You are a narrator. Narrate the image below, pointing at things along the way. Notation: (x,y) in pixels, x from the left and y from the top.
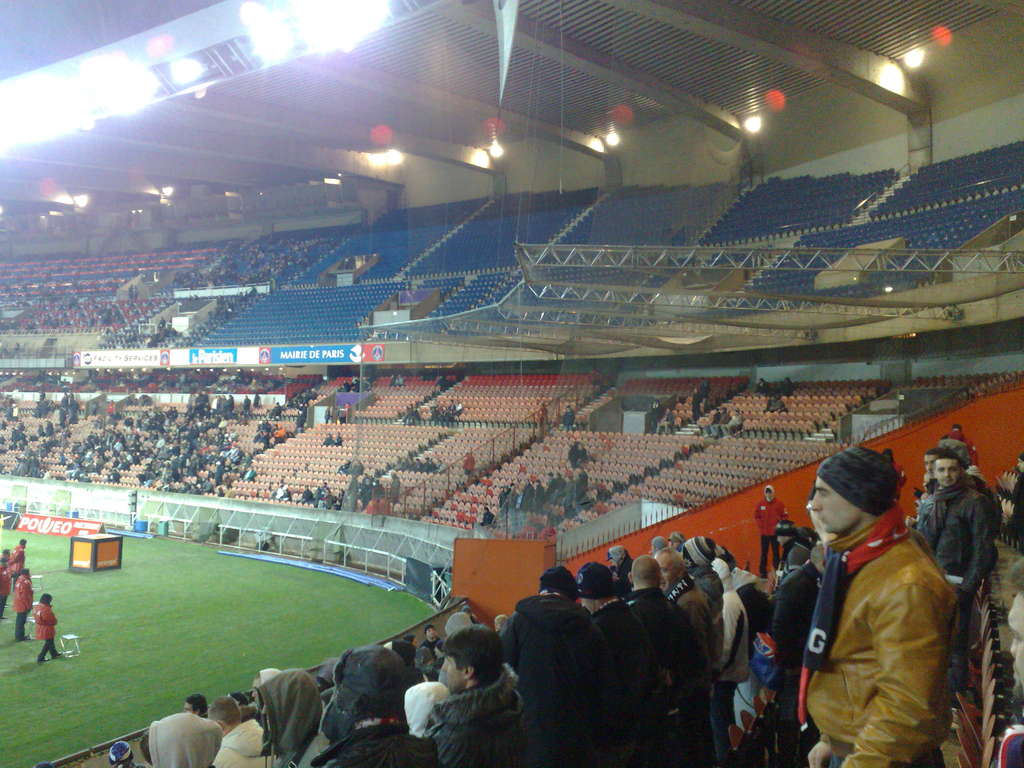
In this image we can see there is a stadium (572,641) and there are a few people (220,417) sitting on the chairs (345,451) and there are a few people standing and there are a few people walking on the ground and there are stands (695,233), boards (78,525), wall (127,518), rod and ceiling (359,84) with lights (918,63).
